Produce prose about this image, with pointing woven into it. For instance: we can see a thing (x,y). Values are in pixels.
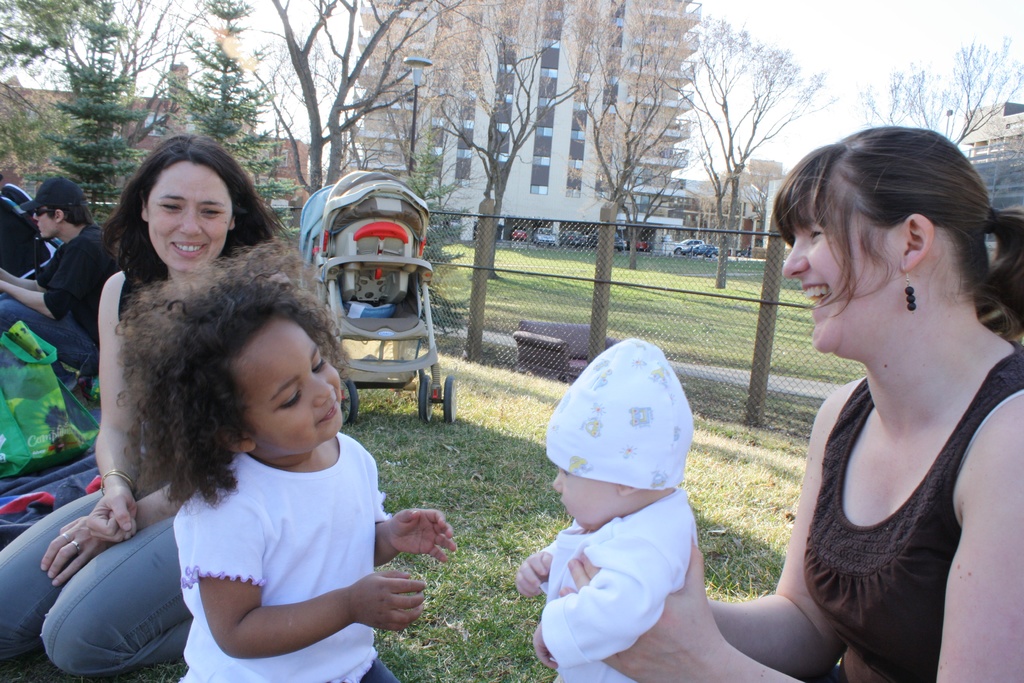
In this picture there is a lady (984,354) on the right side of the image (1012,393), by holding a baby (624,374) in her hands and there are other people (114,402) on the left side of the image (182,369), there are grass land (548,287) and a net boundary (568,312) in the center of the image (548,267), there are buildings (465,130) in the background area of the image (447,131).
